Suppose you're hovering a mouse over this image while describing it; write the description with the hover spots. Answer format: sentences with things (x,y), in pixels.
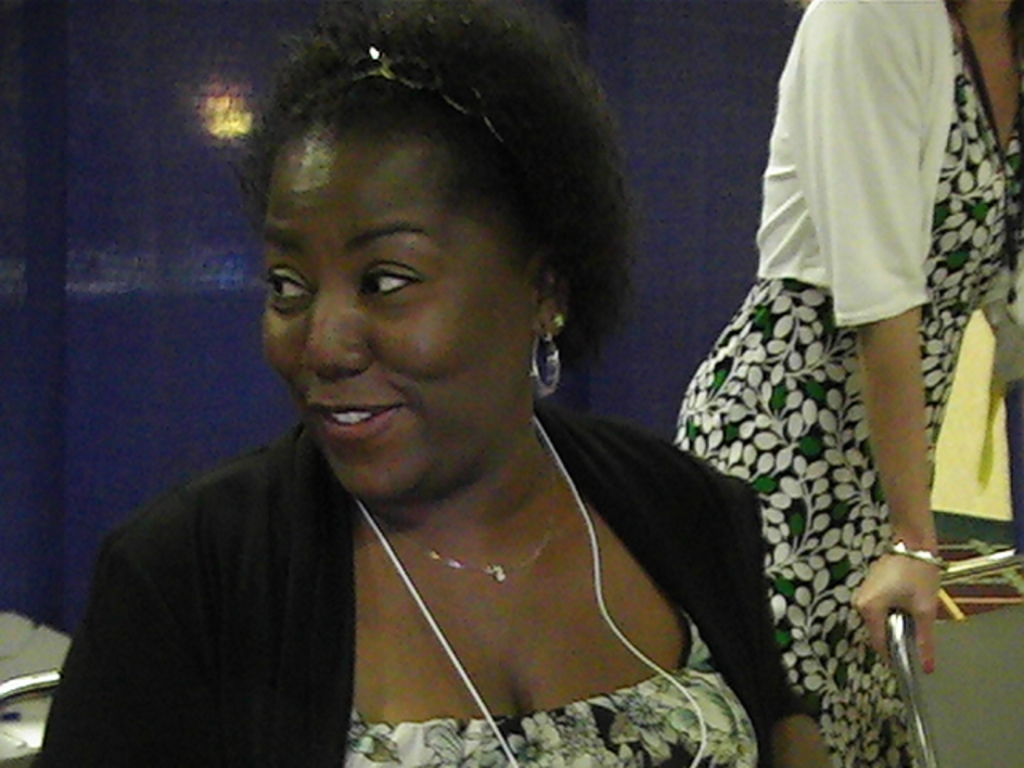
In this image, we can see persons (742,591) wearing clothes (292,596). There is a person (844,366) on the right side of the image (860,320) holding a metal rod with her hand (911,591).
